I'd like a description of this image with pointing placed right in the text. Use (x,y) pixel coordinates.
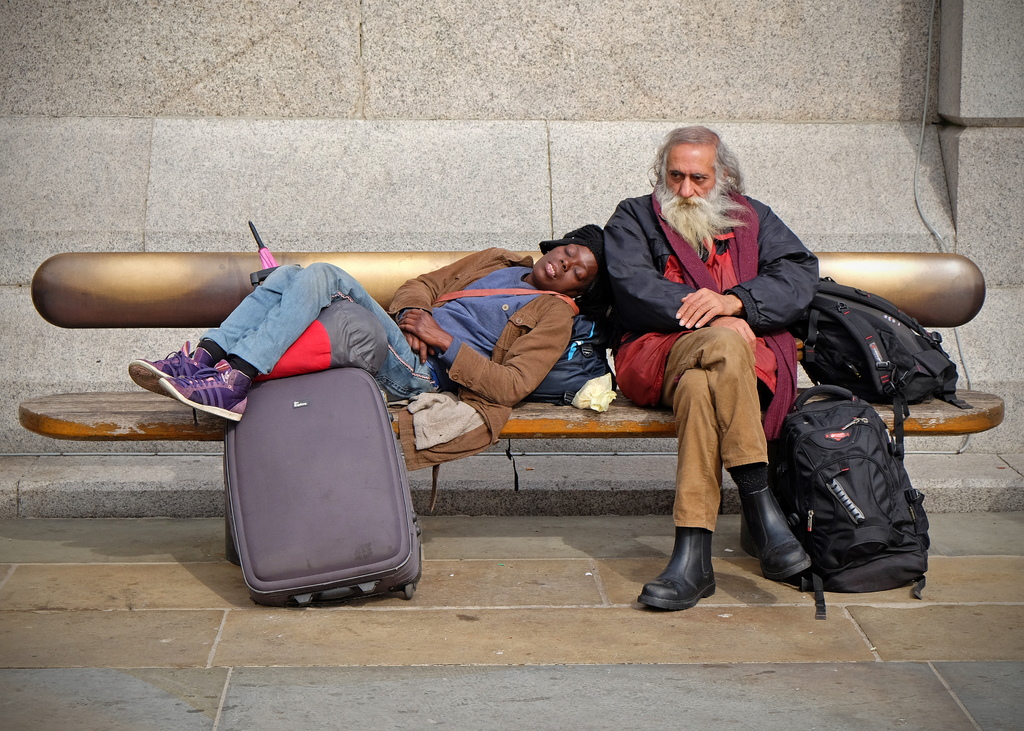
In the picture we can see a man (766,423) sitting on a bench (662,416) and woman (365,296) laying on him, and we can also see a suitcase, a bag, beside a man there is a another bag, in the background (12,125) we can see a wall (46,104).
